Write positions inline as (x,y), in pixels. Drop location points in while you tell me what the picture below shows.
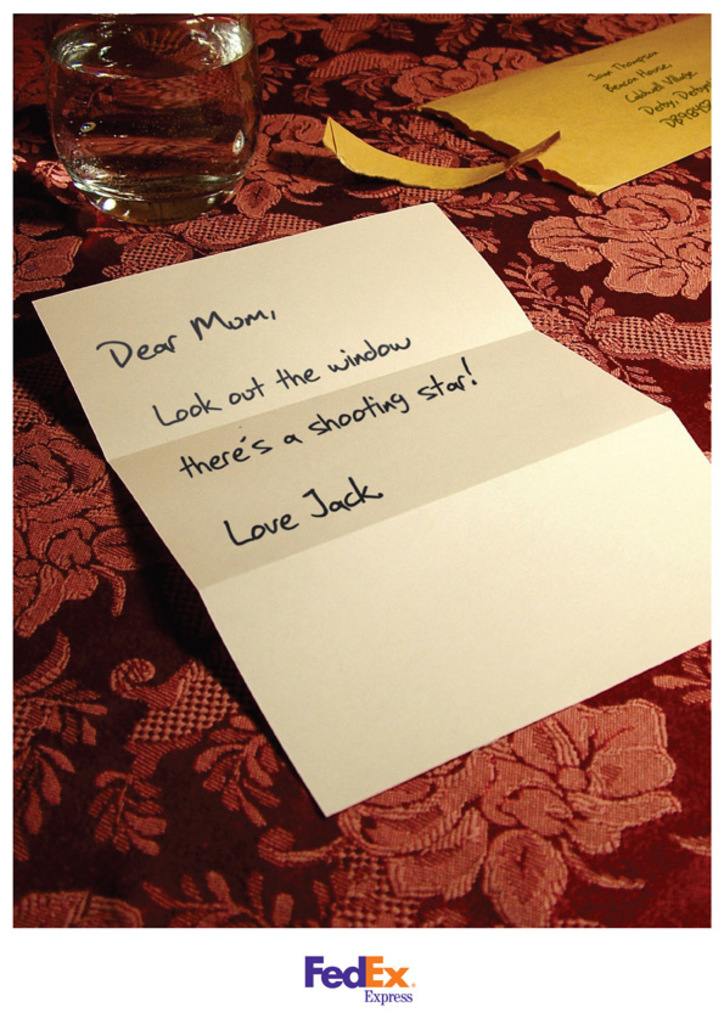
Here we can see a glass (225,49) and papers (535,538) on the cloth (473,775).
